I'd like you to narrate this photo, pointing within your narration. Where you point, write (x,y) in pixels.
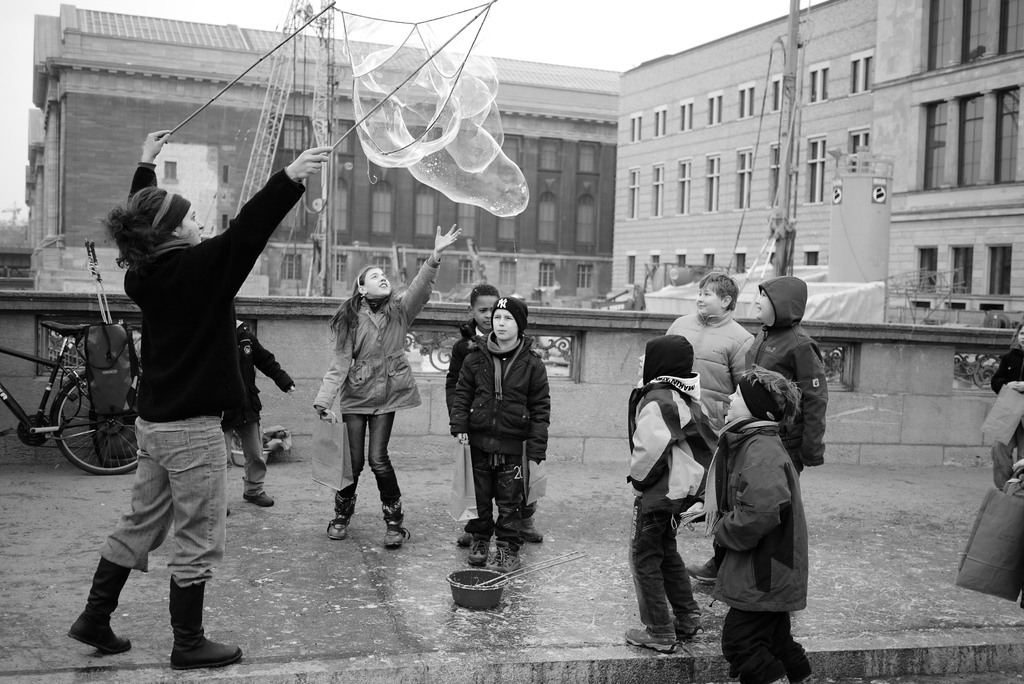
In the center of the image (360,300) we can see a few people (356,323) are standing and they are wearing jackets (646,437). And the left side person (219,256) is holding some object (452,188). In the middle of the image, we can see one basket (483,579). In the background (44,151), we can see the sky (300,12), buildings (659,98), windows (1006,164), poles (328,32), one cycle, compound wall (968,460) and a few other objects (849,305).
